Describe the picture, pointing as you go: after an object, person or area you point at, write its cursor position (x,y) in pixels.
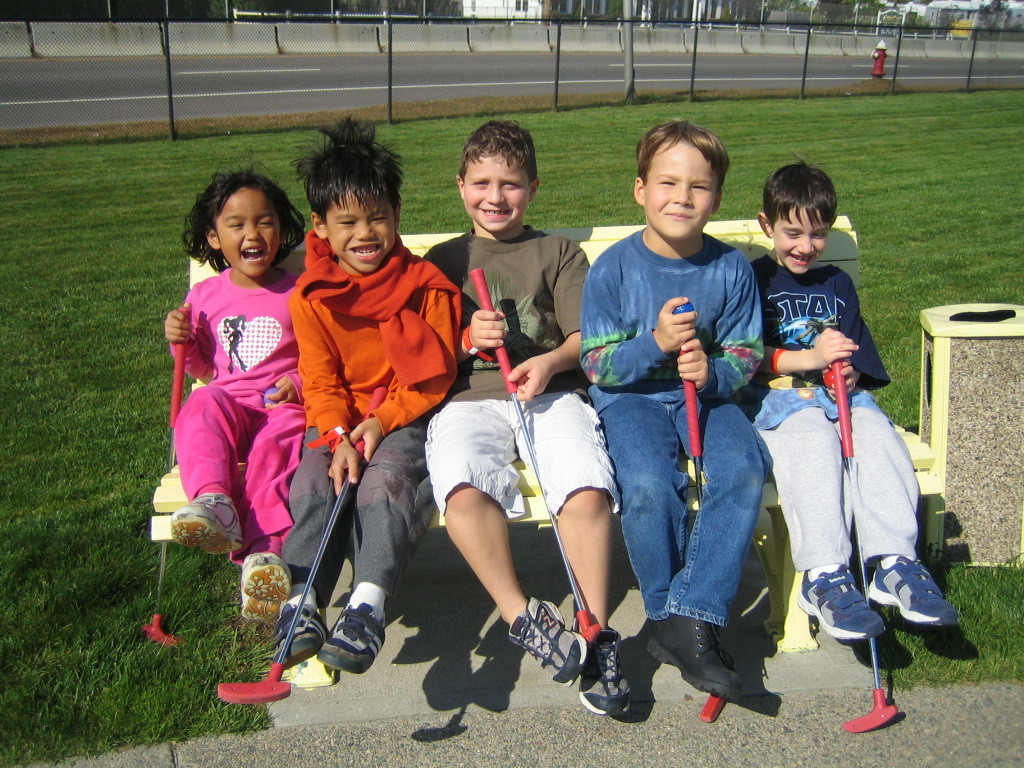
In this image in the center (574,371) there are some children (560,357) sitting on bench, and on the right side (959,411) there is one box (959,503). At the bottom (674,703) there is a walkway (341,707) and grass (936,147), and in the background (898,40) there are some poles (167,54), road (913,68), wall (954,52), trees (989,19) and buildings (962,17) and fire hydrant (882,72).
